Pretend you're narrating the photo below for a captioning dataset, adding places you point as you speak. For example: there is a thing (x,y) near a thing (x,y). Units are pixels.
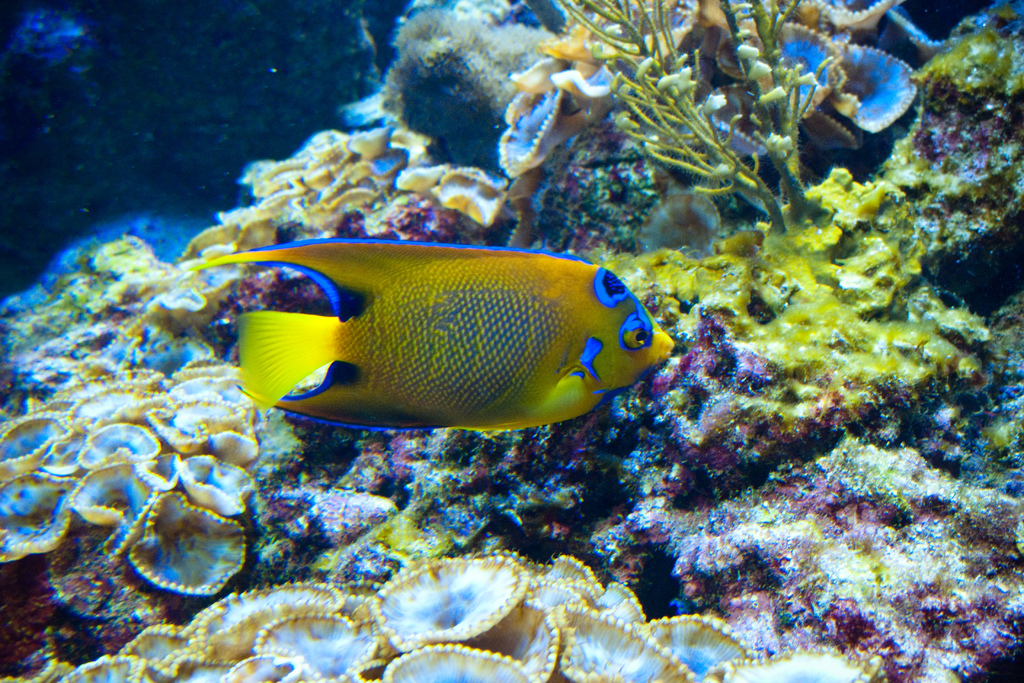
In this image I can see the underwater picture in which I can see few aquatic plants (555,647) and a fish (506,338) which is yellow, blue and black in color.
